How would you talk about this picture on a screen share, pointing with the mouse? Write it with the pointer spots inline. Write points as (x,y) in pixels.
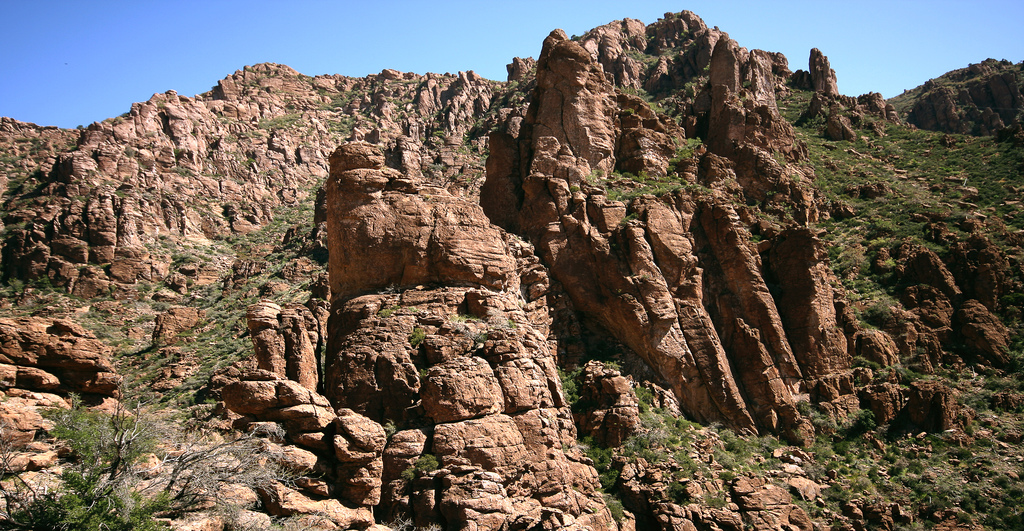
In this picture we can see rocks (490,437), grass (907,187) and in the background (228,15) we can see the sky (930,12).
